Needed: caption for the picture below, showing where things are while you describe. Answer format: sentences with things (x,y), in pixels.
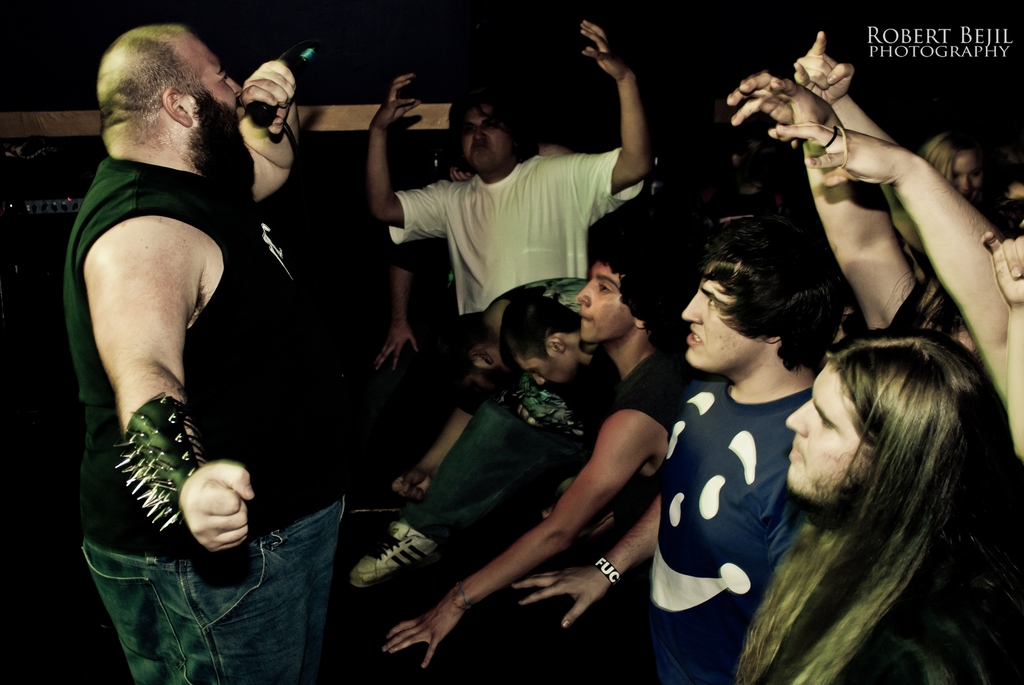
In the picture I can see people (473,302) among them some are sitting and some are standing. The man (296,268) on the left side (294,271) is holding a microphone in the hand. On the right side of the image (971,54) I can see a watermark (971,36). This image is little bit dark.
